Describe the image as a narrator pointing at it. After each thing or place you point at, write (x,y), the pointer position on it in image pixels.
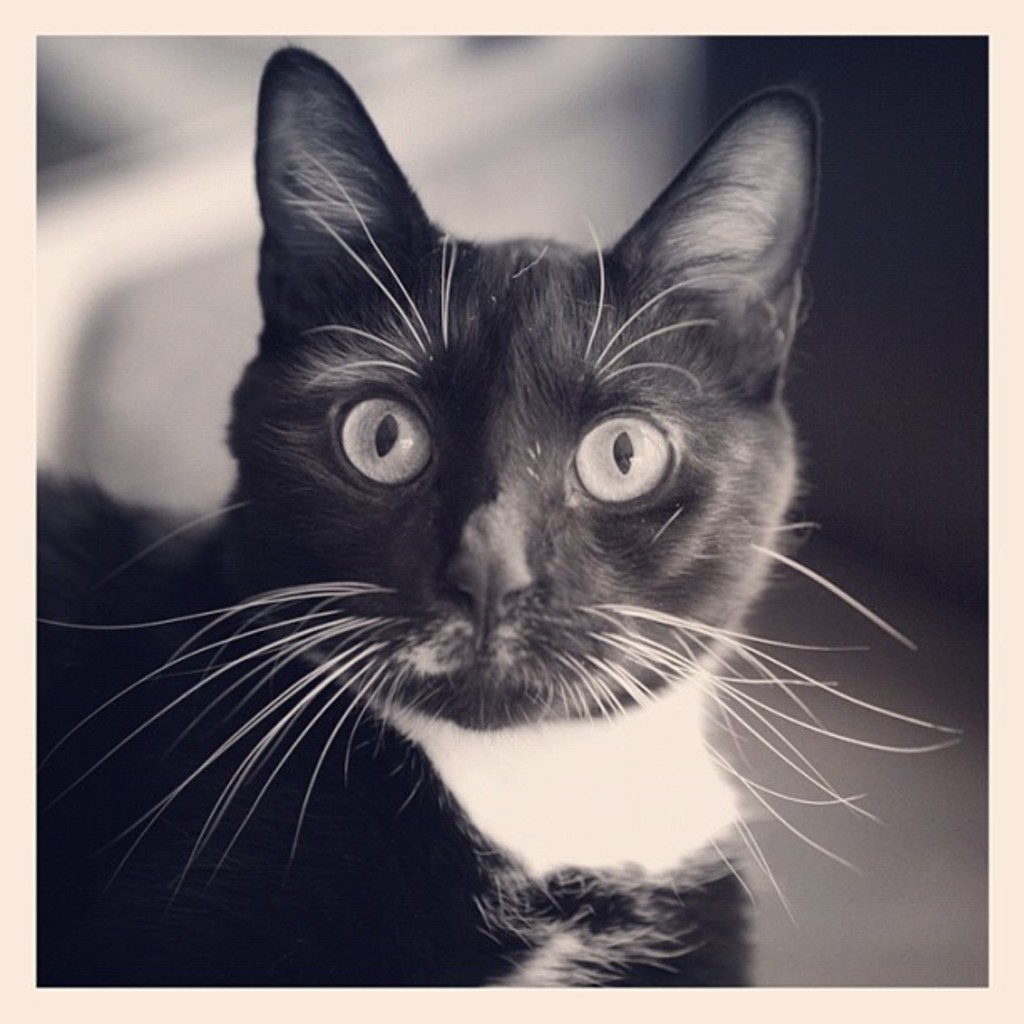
This is an edited image, in this image there is a cat (474,539).
